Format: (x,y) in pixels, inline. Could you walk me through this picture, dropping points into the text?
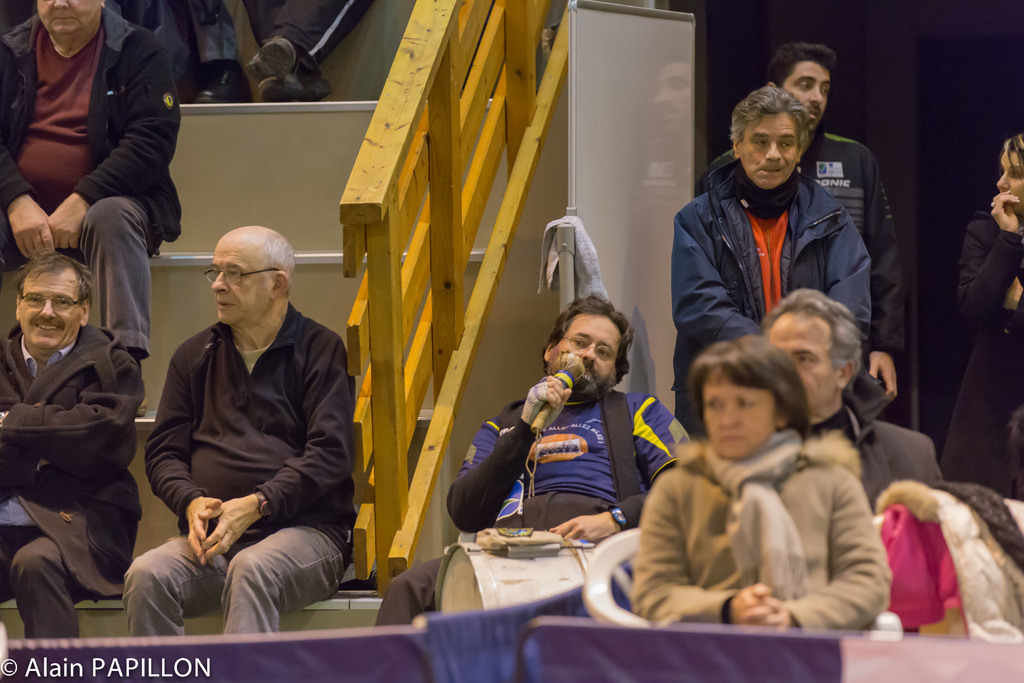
In the image few people (814,67) are sitting and standing. At the bottom of the image (26,651) there is fencing (1022,658).
